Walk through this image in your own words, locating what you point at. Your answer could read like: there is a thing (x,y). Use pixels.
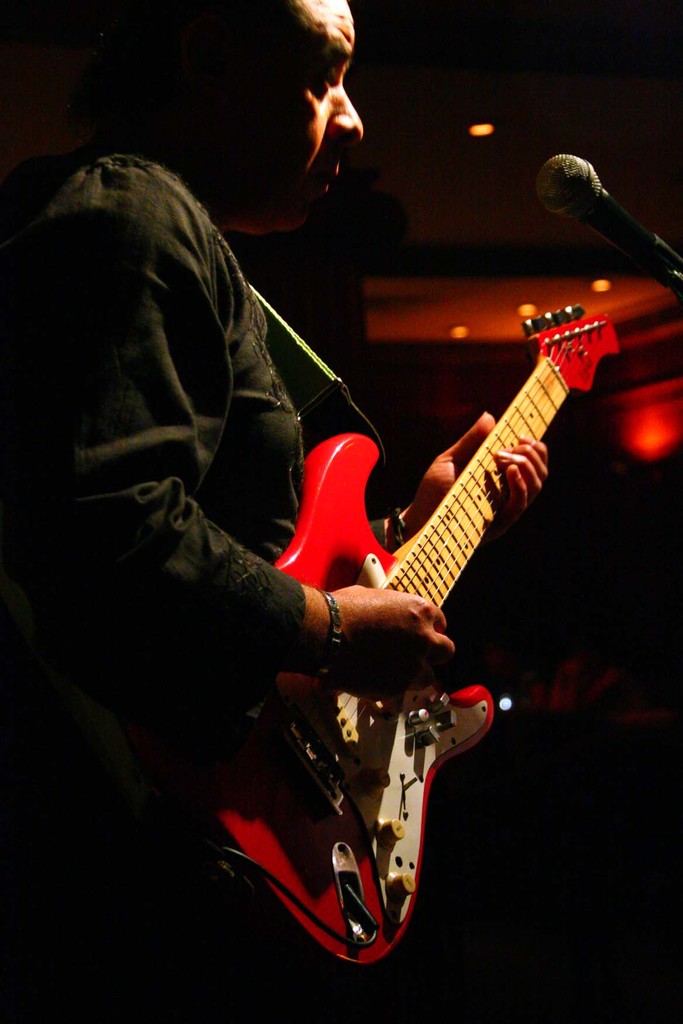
In this image there is a man (284,473) playing a musical instrument (315,927), there is a microphone (592,216) towards the right of the image (566,176), there is roof (492,143) towards the top of the image (485,149), there are lights (464,336), the background of the image (583,521) is dark.
